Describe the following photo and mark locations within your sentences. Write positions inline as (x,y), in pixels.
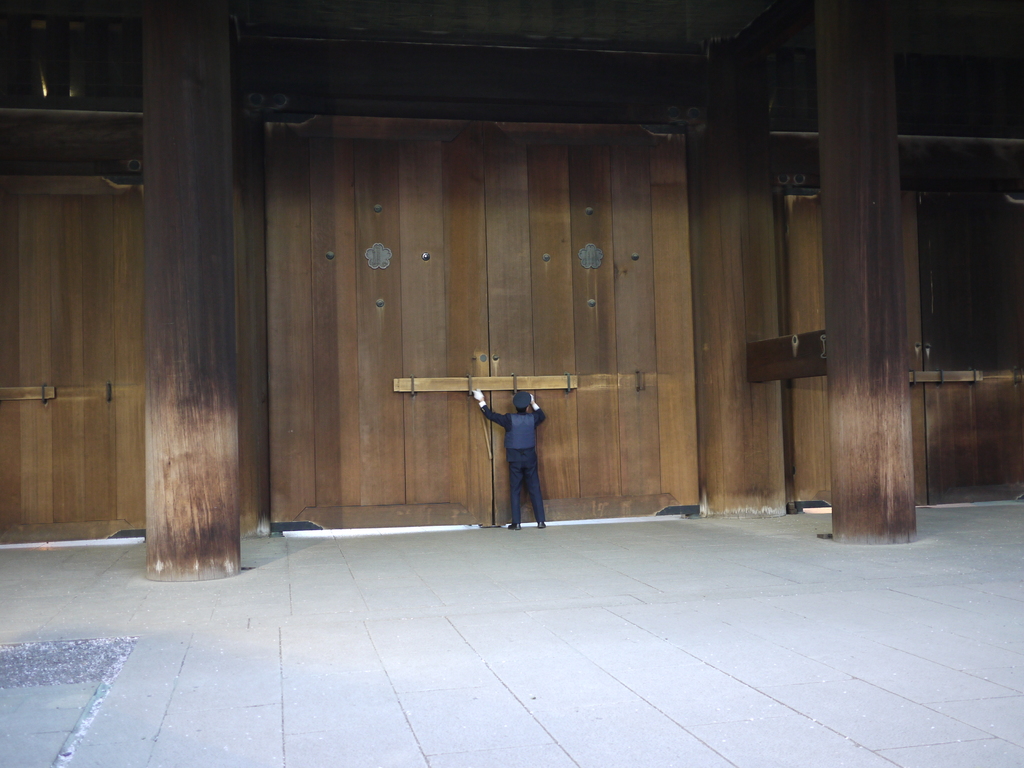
In this image I can see a person (512,506) is wearing blue dress (517,466). In front I can see wooden doors (465,281) and few wooden pillars (836,227).
